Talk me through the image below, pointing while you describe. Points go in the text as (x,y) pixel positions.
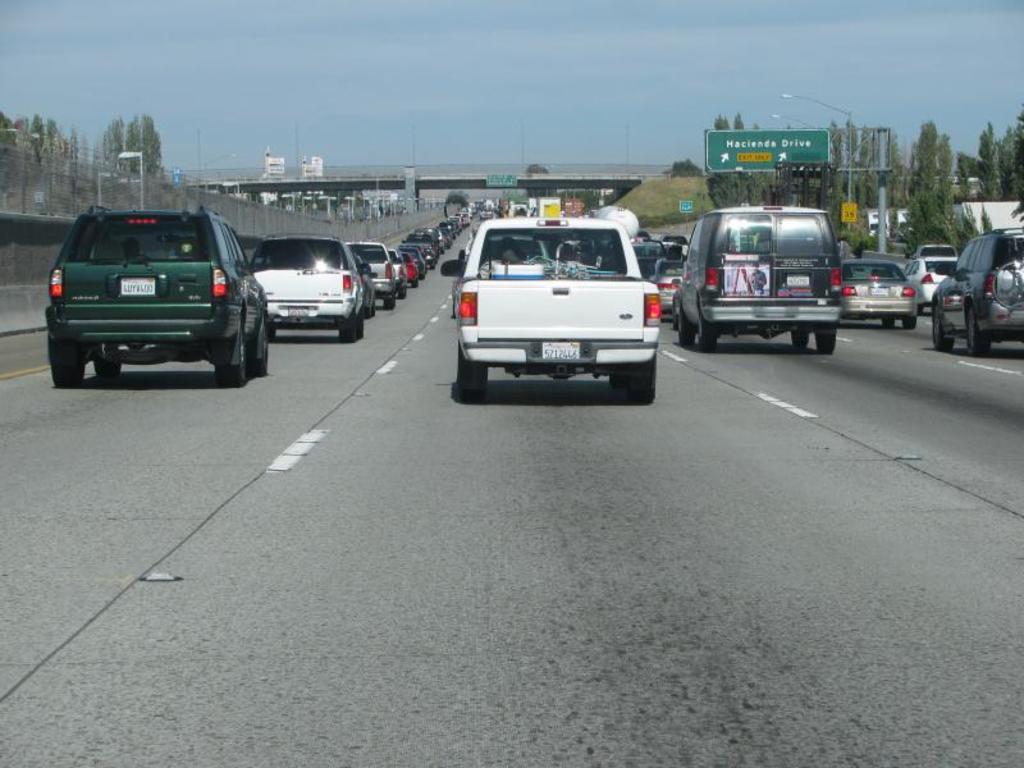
In the center of the image (468,280) there are vehicles (325,244) on the road (205,383). In the background of the image (313,186) there is a bridge (338,179). There are poles (845,170). To the right side of the image (762,171) there is a sign board (818,150). There are trees (926,167). At the top of the image (471,72) there is sky (351,76). To the left side of the image (67,187) there is a fencing (31,185).
